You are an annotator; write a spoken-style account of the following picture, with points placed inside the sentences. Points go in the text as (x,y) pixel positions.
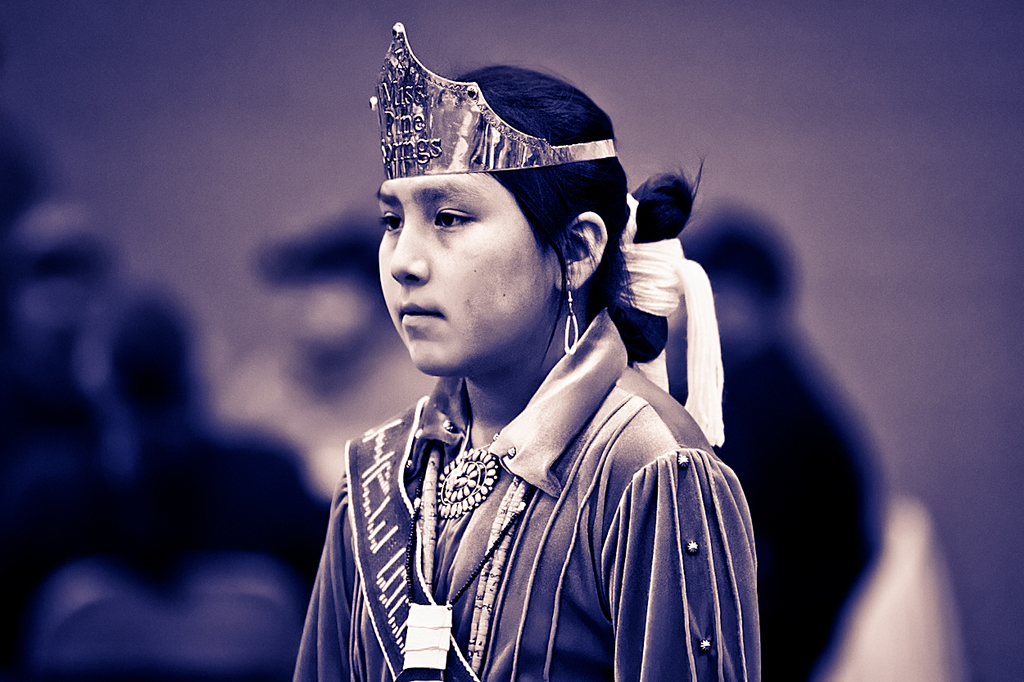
In this picture I can see a girl (567,464) in front (522,423) and I see that she is wearing a crown (409,91) on her head (426,233) and I see that it is blurred in the background (776,188).
